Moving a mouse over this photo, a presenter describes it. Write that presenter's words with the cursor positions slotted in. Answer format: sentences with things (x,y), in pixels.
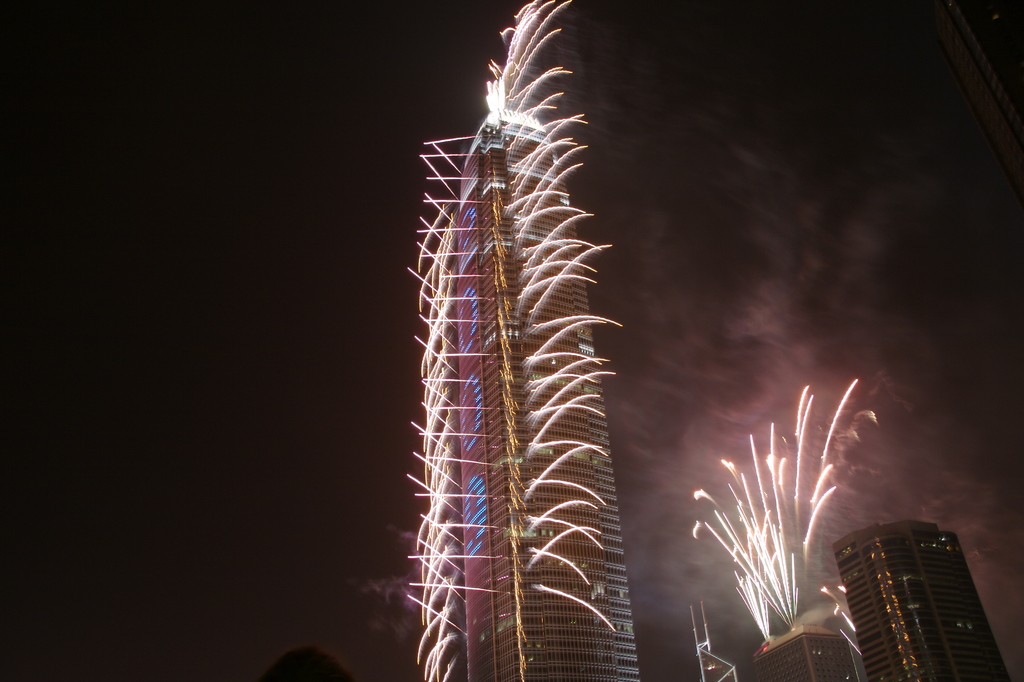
In this image there are buildings (831,639) and there are fire crackers (782,570) which are visible.
